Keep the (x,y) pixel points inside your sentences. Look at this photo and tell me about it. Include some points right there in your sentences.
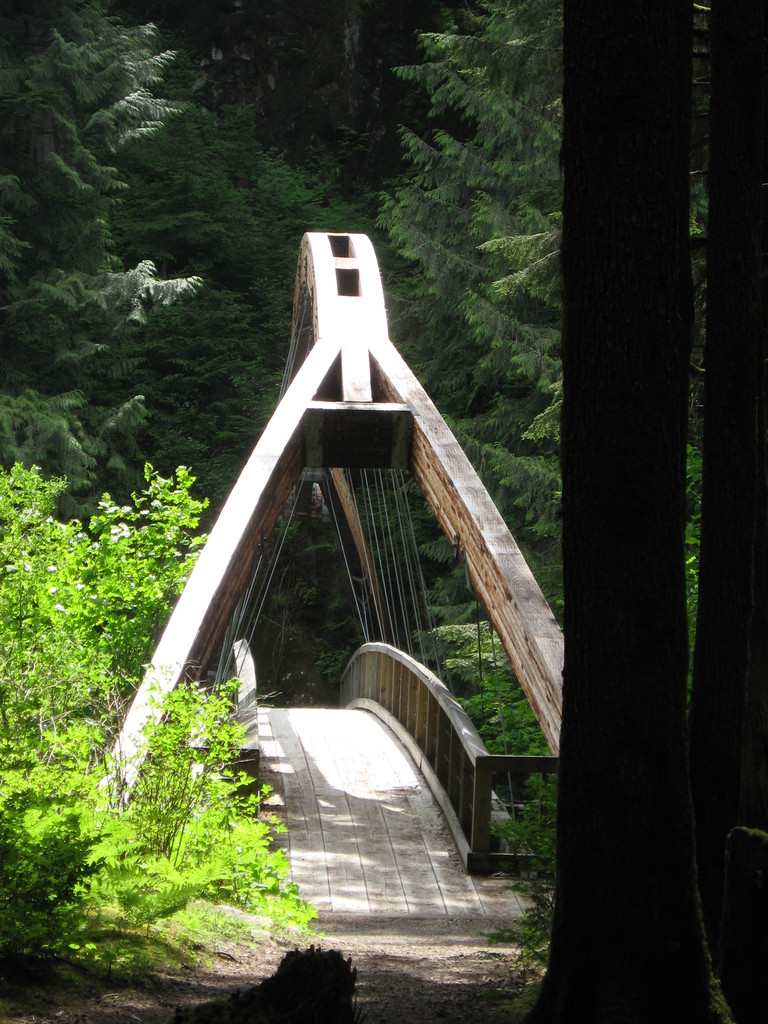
In this image, we can see some trees (192,210) and plants (168,704). There are stems (651,447) on the right side of the image (745,479). There is a bridge (371,842) in the middle of the image (293,353).
